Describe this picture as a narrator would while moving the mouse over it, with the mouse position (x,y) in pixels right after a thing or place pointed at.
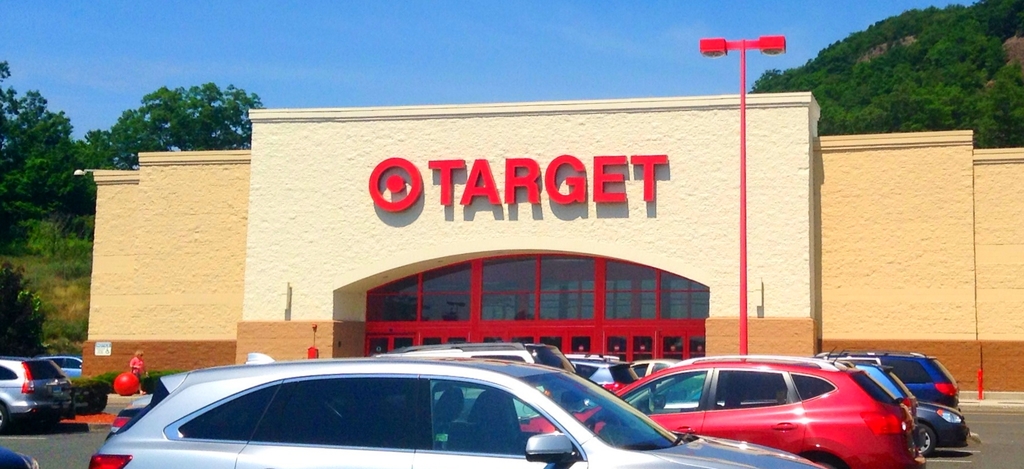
In this image there is the sky (382,53) towards the top of the image (533,42), there are trees (883,81), there is a building (245,261), there is text (507,193) on the building (541,183), there is a door (549,336), there is a woman (135,365) walking, there are plants (102,390), there is a pole (746,259), there are street lights (747,47), there is road (61,440) towards the bottom of the image (56,453), there are vehicles (785,409) on the road (45,427).
